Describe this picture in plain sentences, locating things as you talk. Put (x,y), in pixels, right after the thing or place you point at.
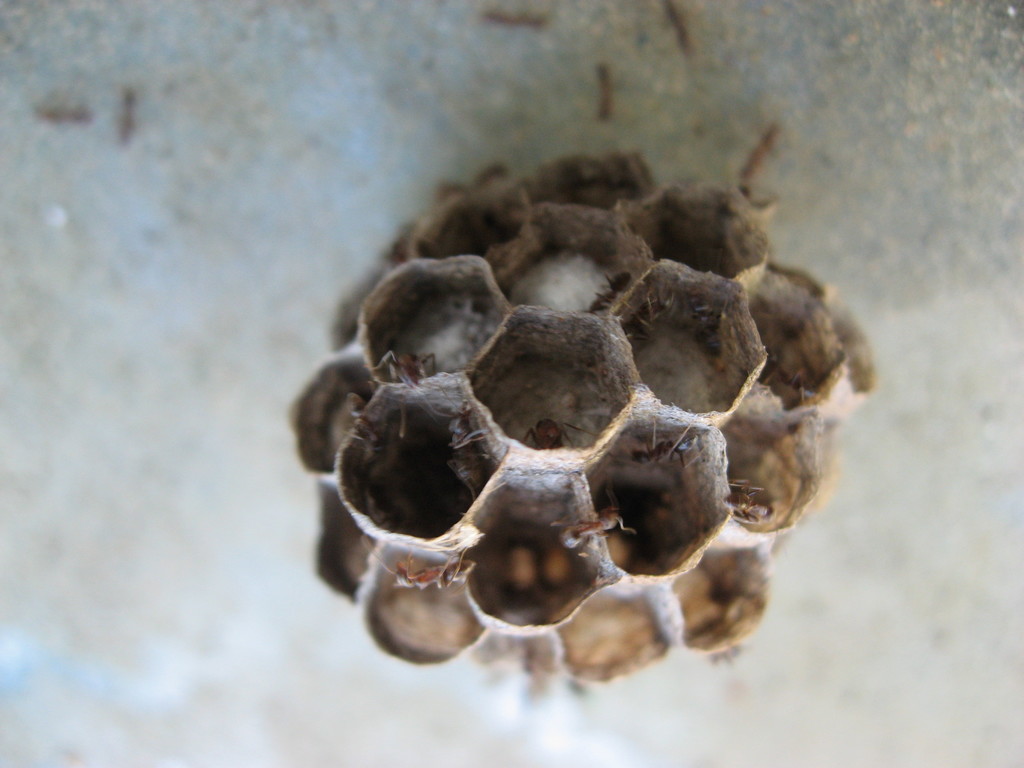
In this image I can see the insects (463,561) on the honeycomb (457,368). To the side I can see few more insects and there is a blurred background (350,717).
